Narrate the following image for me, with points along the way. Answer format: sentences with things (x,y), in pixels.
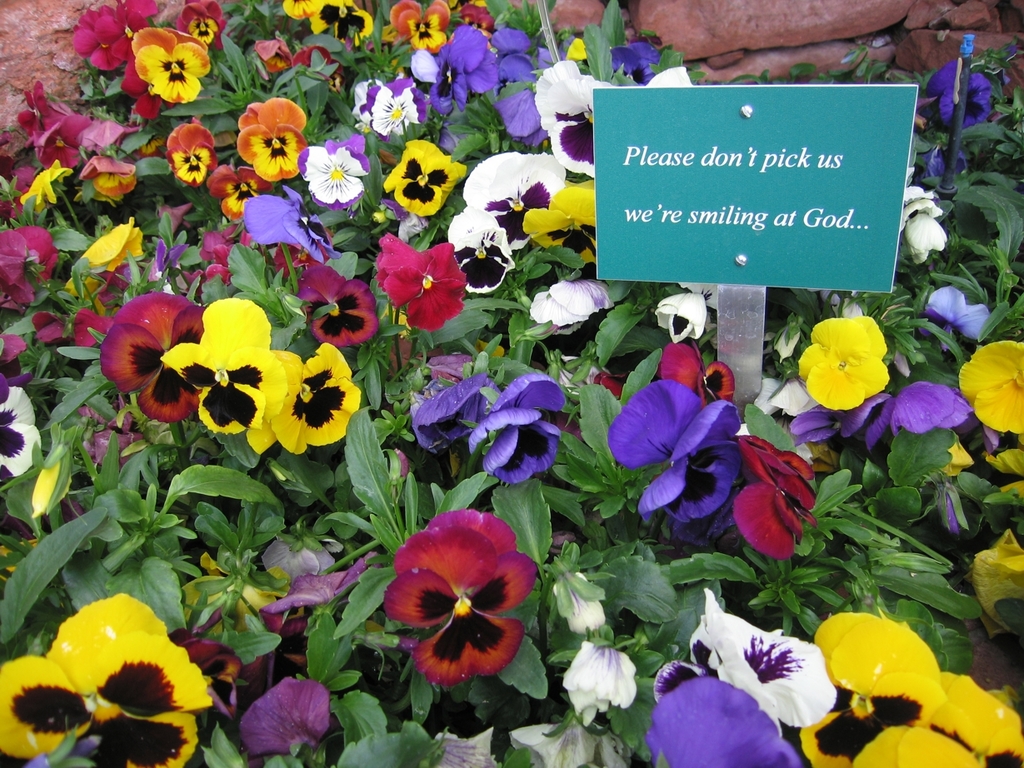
Here in this picture we can see different kinds of flowers (394,247) present on plants (371,264) over there and we can also see a board (596,115) present in the middle of it and we can see rock stones (14,11) present here and there.
